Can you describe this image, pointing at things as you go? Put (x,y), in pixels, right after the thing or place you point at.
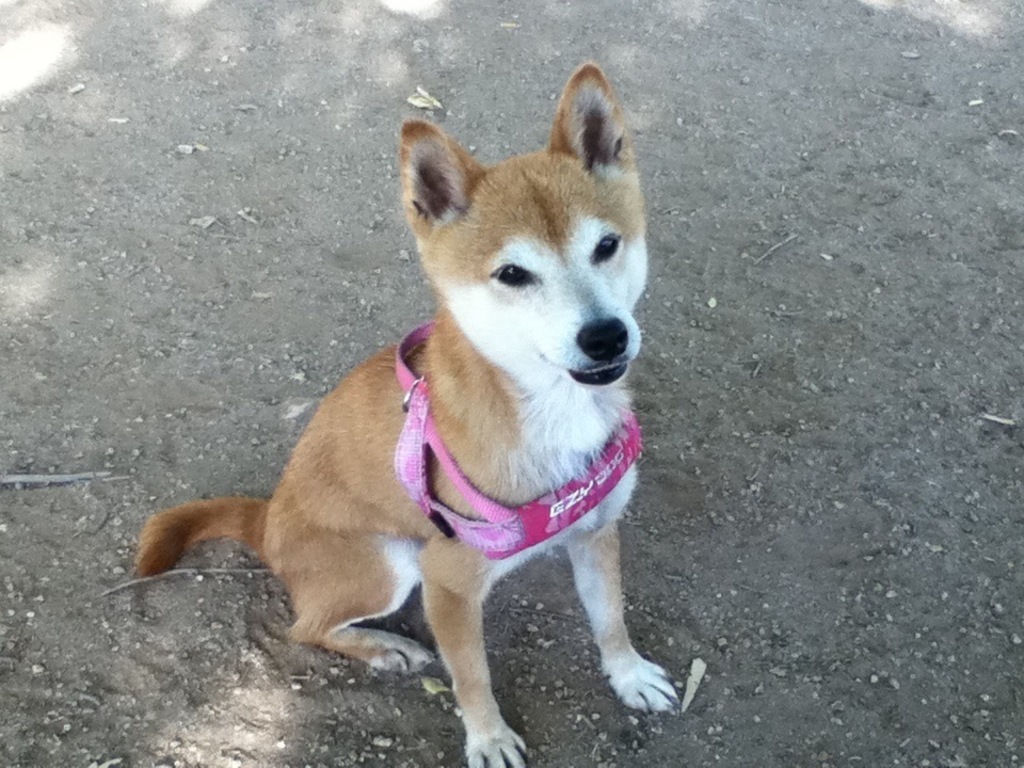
In this image I can see the dog (469,426) which is in white and brown color. It is having the pink color belt (515,528). It is on the ground (217,561).
